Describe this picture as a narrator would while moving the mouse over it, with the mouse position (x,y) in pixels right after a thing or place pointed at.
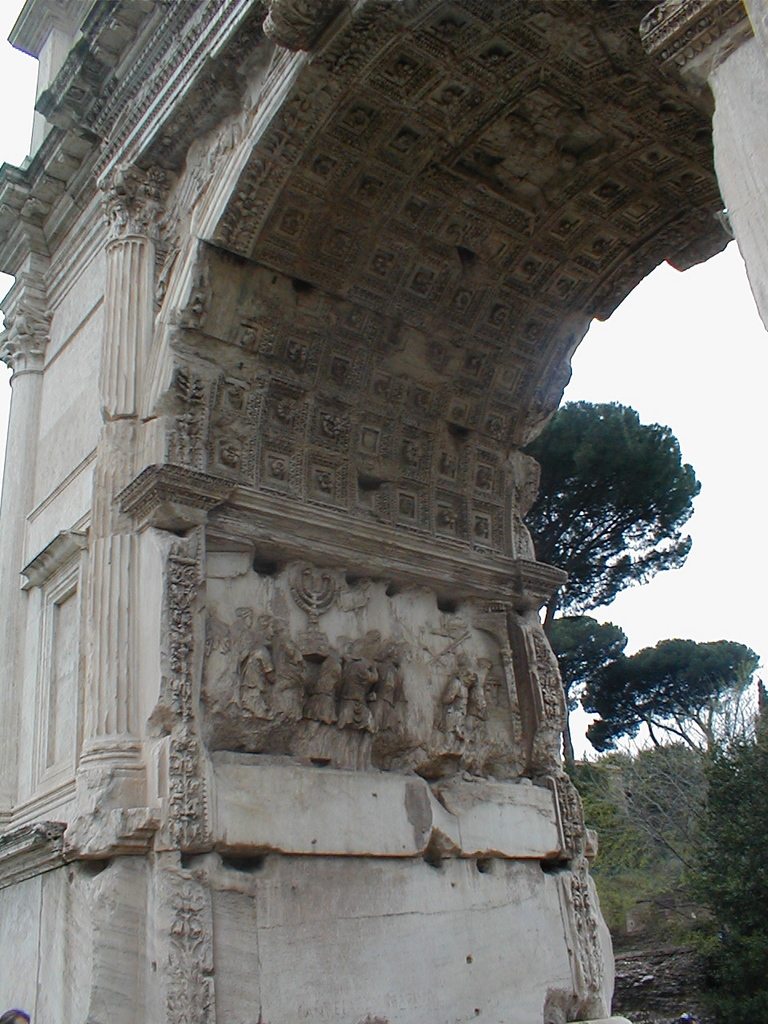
In this picture there is an arch (272,509). On the wall (377,538) we can see the statues (488,677) of a person's (280,667) and flowers (502,319). On the right (619,805) we can see many trees (591,566) on the mountain (675,912). In the background (690,575) there is a sky (672,569).
